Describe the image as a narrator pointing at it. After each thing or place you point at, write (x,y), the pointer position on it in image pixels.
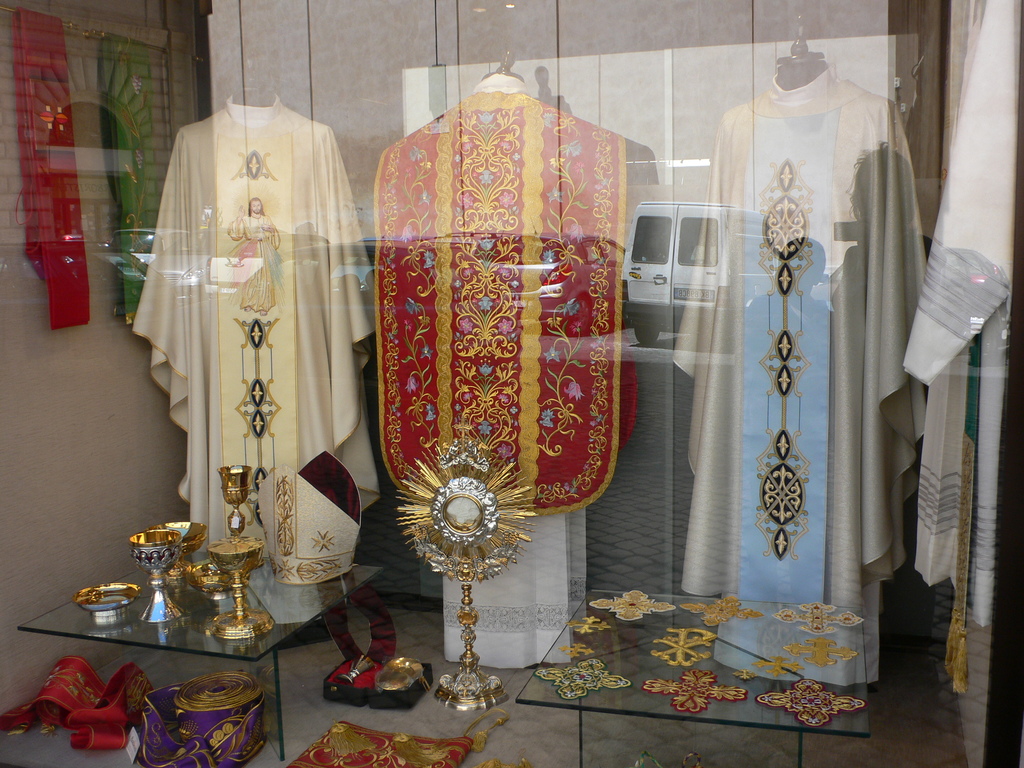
In this picture we can see a few clothes (515,356) displayed in the shop (383,504). There are a few objects (174,611) on a glass table (207,644). We can see some colorful objects (478,689) on the floor (549,733). There are a few embroidery clothes (663,693) on a glass table (654,703). We can see a white garment (979,141) on the right side (934,359).
